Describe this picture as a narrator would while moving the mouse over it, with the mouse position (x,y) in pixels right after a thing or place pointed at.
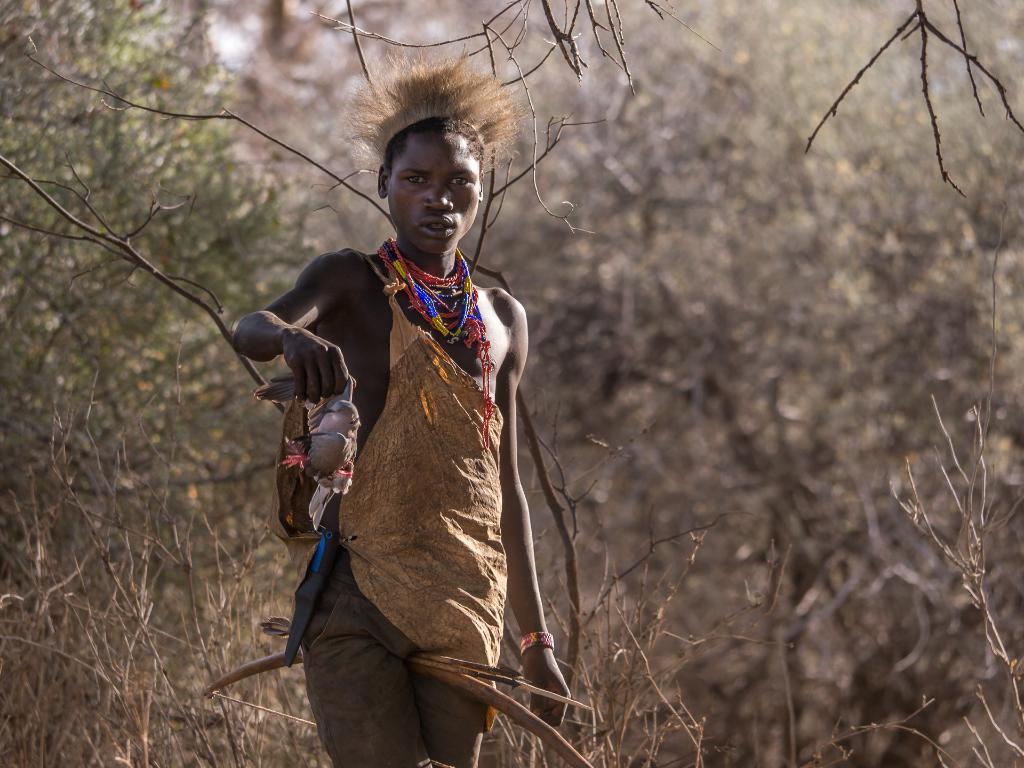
In this image, there is a person (509,340) on the blur background standing and wearing clothes (463,518). This person (416,533) is holding something with her hand (316,379). There are some plants (146,671) at the bottom of the image (274,730).
